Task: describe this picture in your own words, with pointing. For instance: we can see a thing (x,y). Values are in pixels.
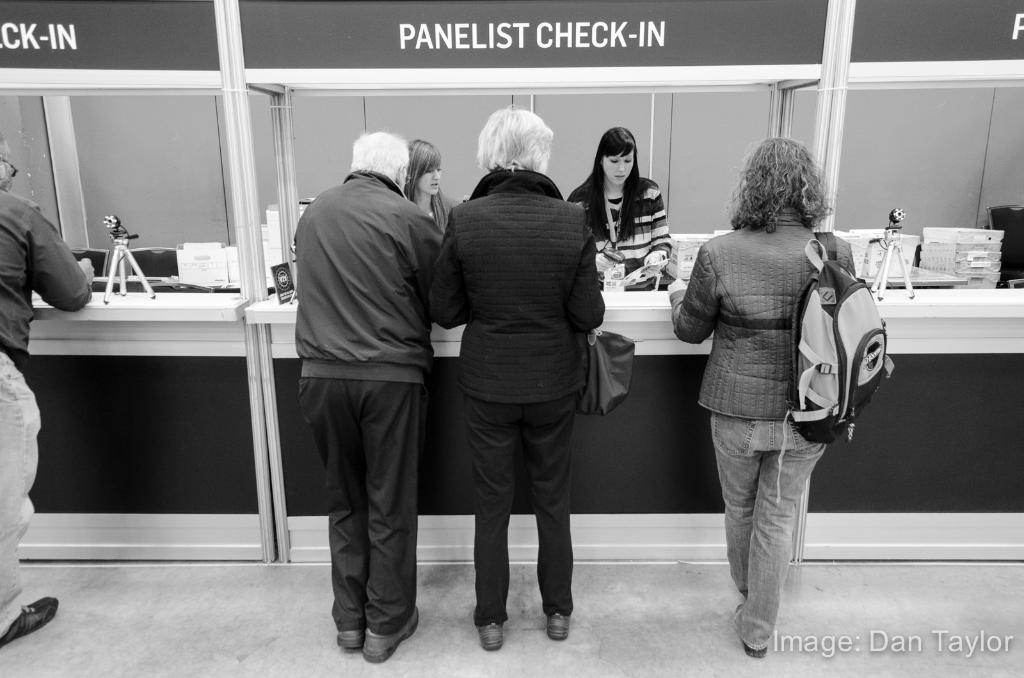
In this black and white picture few persons (507,293) are standing. Before them there is a desk (130,351). Two women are standing behind the desk (945,307). Behind them few objects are on the tables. Background (982,188) there is a wall (342,107). Top of the image (974,21) there are few name boards (349,54).
